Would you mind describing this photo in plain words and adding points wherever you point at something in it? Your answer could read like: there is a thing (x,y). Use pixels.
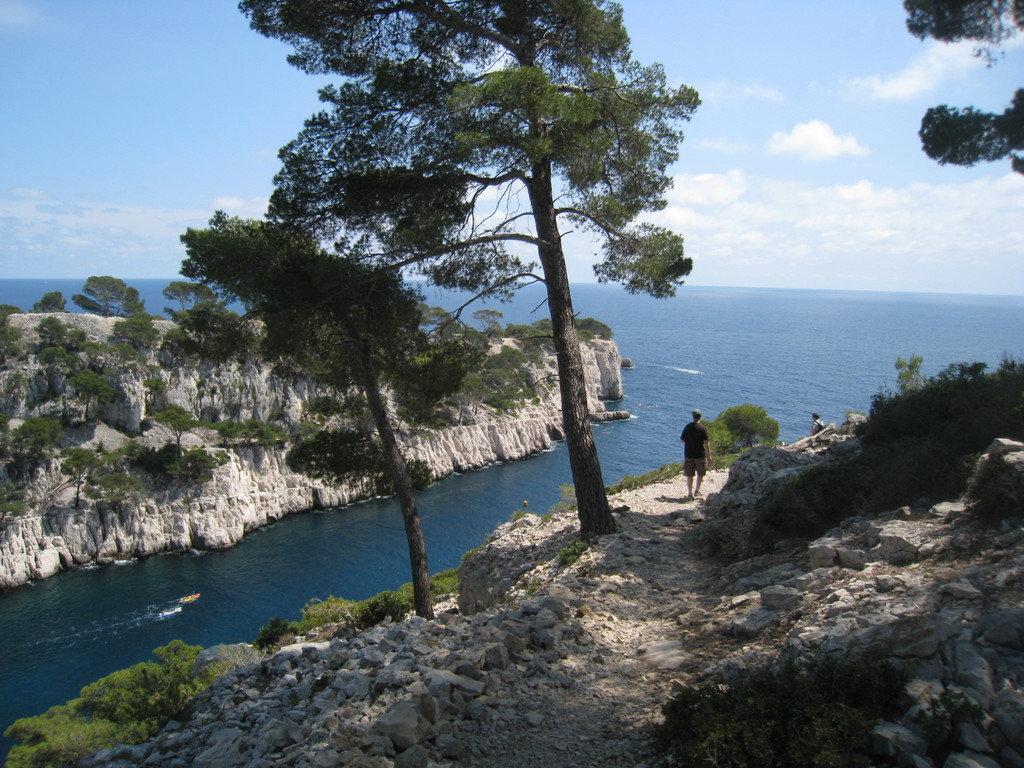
In this picture we can see a beautiful view of the nature scene. In front (422,672) we can see some rocks (710,552) and trees (477,314). Behind we can see blue sea water (653,446) and above clear blue sky (784,133).
